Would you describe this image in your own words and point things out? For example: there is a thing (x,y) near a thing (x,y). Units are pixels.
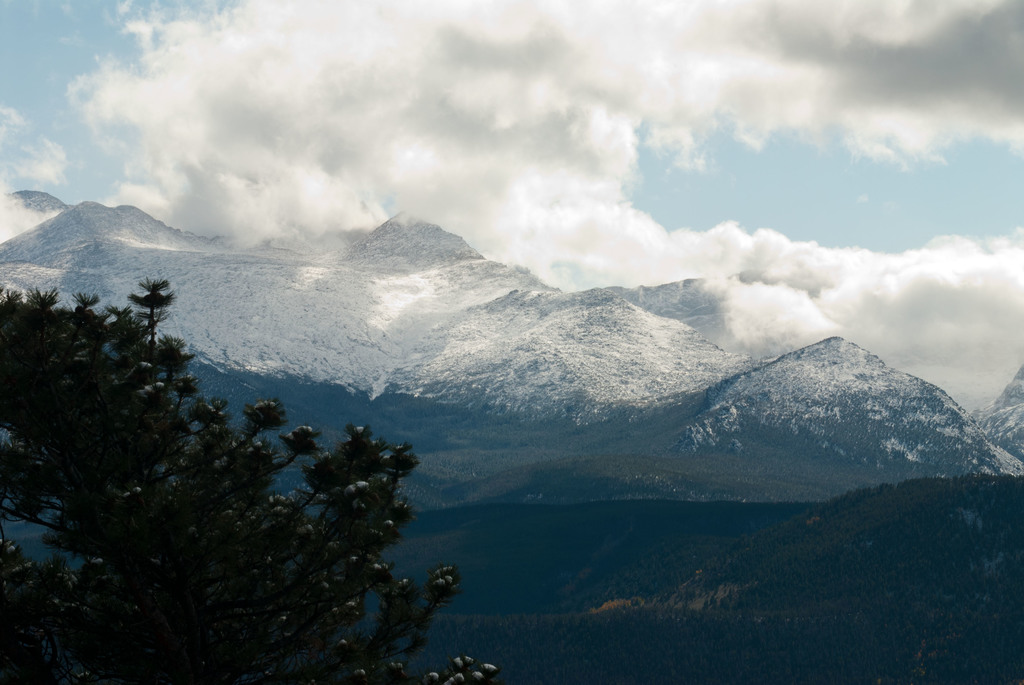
In the image we can see tree (217,539), mountain (576,560), cloudy sky (643,172) and snow (371,307).
